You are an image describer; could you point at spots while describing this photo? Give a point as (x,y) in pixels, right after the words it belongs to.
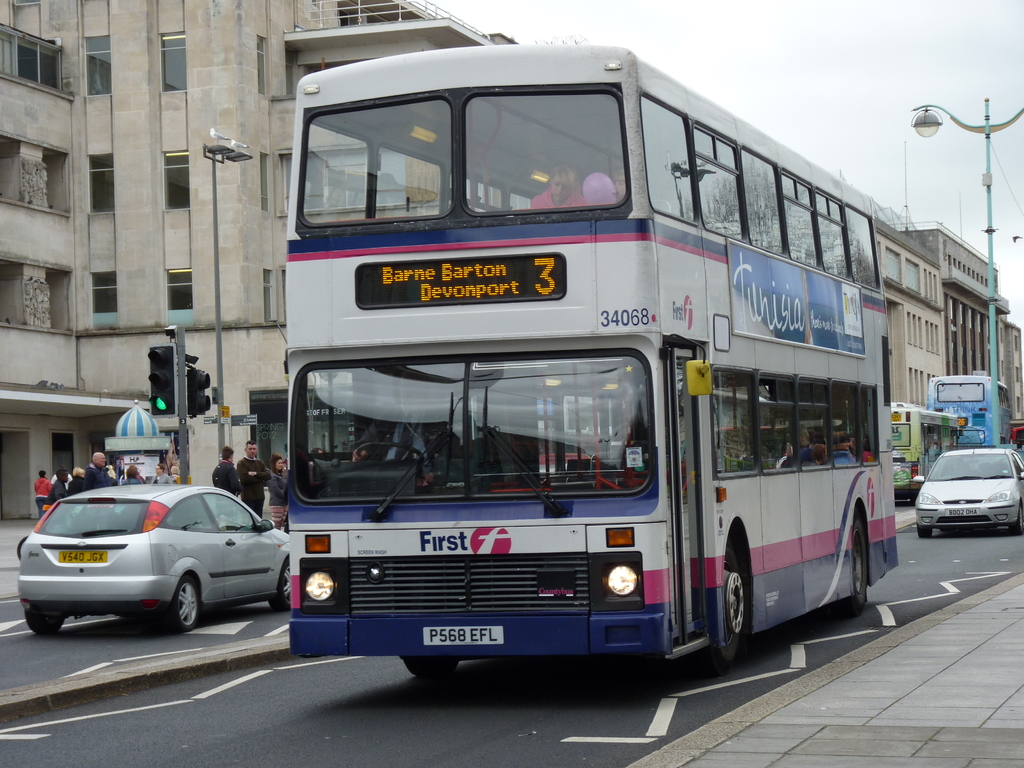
In the center of the image (641,309) there are buses (757,437) and cars (150,565) on the road (413,698). On the left (54,499) there are people (67,495) standing and we can see a traffic light (170,376). In the background (62,340) there is a building (275,161), poles (233,157) and sky (807,86).
